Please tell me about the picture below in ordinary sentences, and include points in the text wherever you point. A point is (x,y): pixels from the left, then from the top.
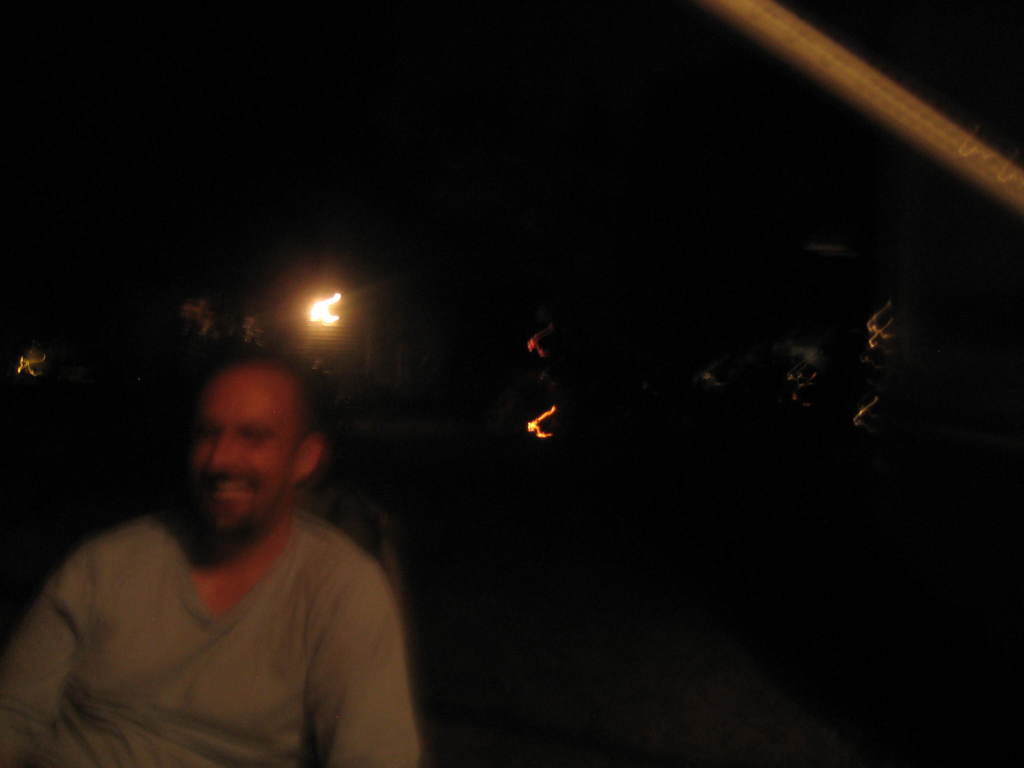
In this image in the foreground (282,559) there is one person (347,593) who is sitting, and in the background (246,314) there are some lights (314,309) and trees (806,351). On the top of the image (878,76) there is one pole (835,85).
